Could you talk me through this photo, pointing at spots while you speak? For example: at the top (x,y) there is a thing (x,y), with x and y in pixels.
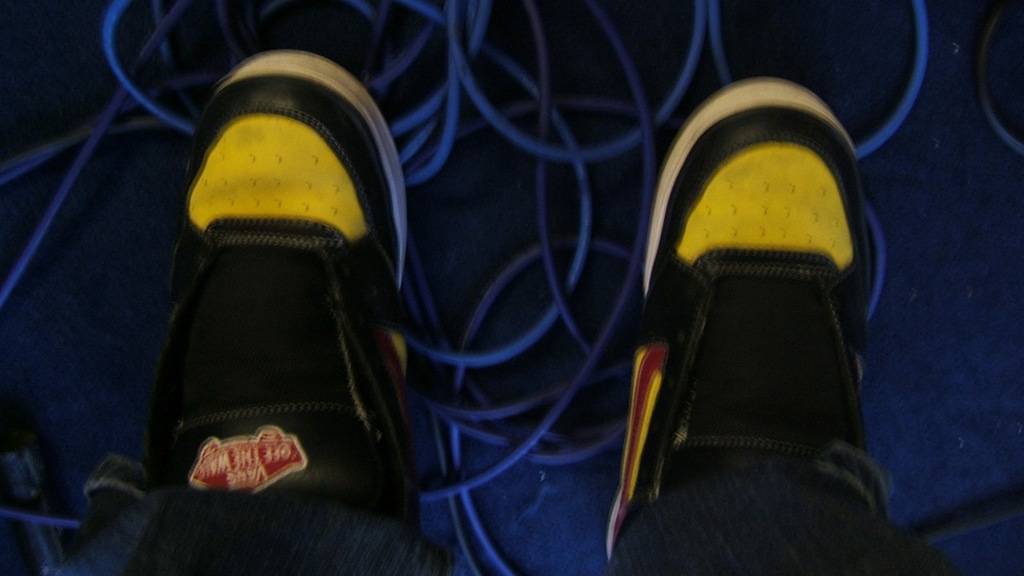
In this picture I can observe two shoes (731,269) which are in yellow and black color. I can observe some wires (467,65) placed on the floor (127,246).
